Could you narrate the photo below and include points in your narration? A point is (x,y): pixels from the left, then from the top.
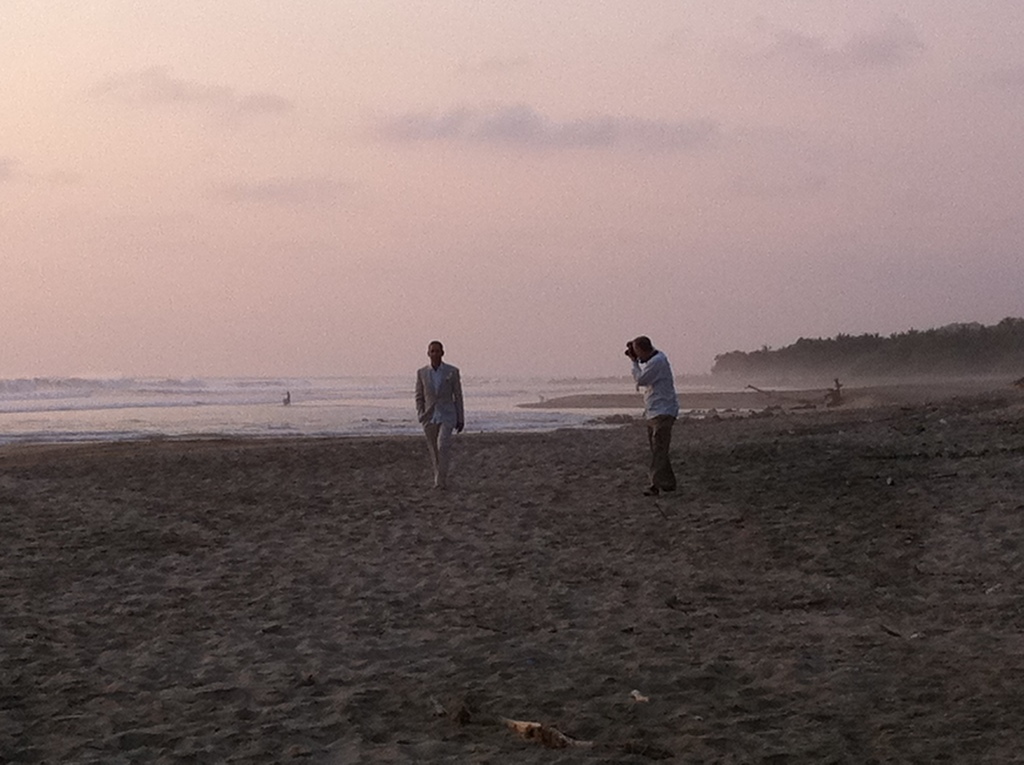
The image is taken at the beach (399,487). In the center of the image (435,350) we can see a man (437,442) walking. He is wearing a suit (437,408). On the right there is another man (655,352) standing and holding a camera (628,343). In the background (202,390) there is a sea (278,382) and sky (351,162). On the right (927,346) there are trees (788,360).
